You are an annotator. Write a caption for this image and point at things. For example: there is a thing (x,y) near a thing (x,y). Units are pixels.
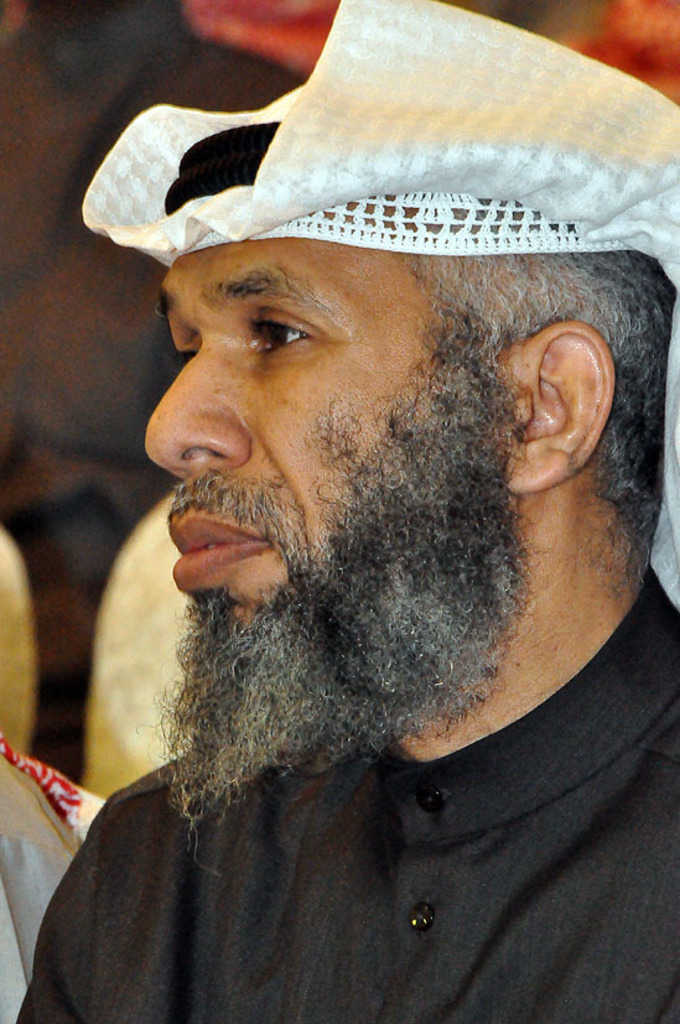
In this image there is a man (206,795) sitting on a chair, in the background (28,126) it is blurred.
